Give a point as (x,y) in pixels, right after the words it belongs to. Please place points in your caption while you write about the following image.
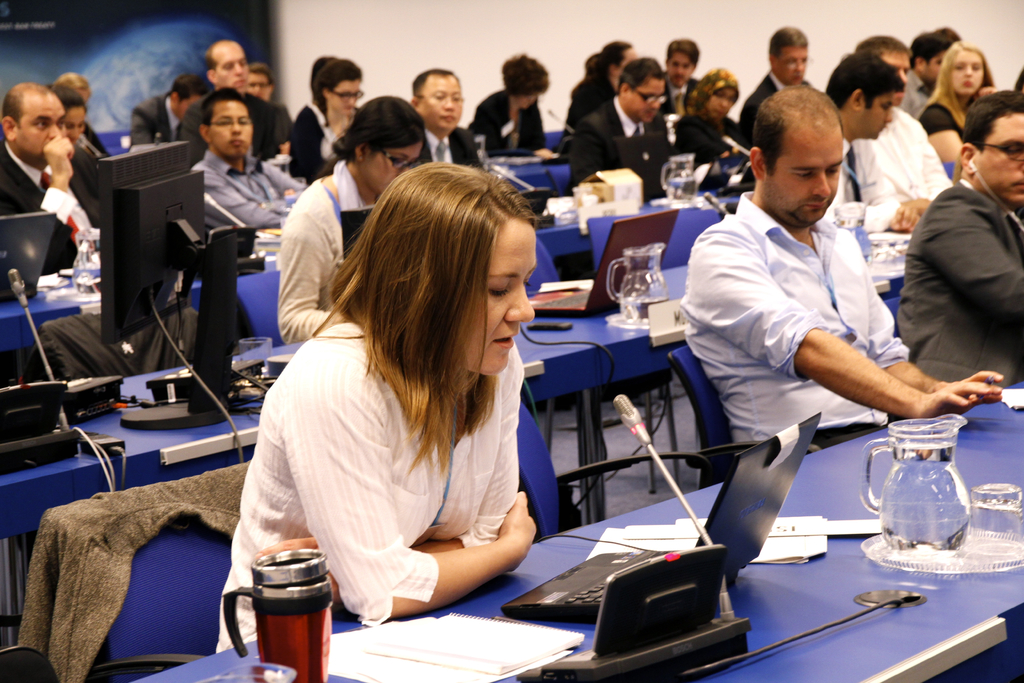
In this picture there is a woman (475,361) who is wearing a white shirt (398,463). She is sitting on the chair (190,572) and she is looking to the laptop (591,565). On the table (555,552) we can see red color bottle (284,623), mic (687,604), laptop (730,502), papers (689,521), wire (825,624), water jar (945,419), glass (983,539), plate (942,566) and other object (656,592). On the right (1007,368) we can see a man (1020,356) who is wearing spectacle (1012,156), earphone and suit (947,263), beside him we can see another person (776,281). On the background (912,90) we can see group of persons (870,129). On the top left corner (23,47) we can see a banner (99,63). On the left (80,245) we can see computer screen (138,256) and other objects (60,393).
